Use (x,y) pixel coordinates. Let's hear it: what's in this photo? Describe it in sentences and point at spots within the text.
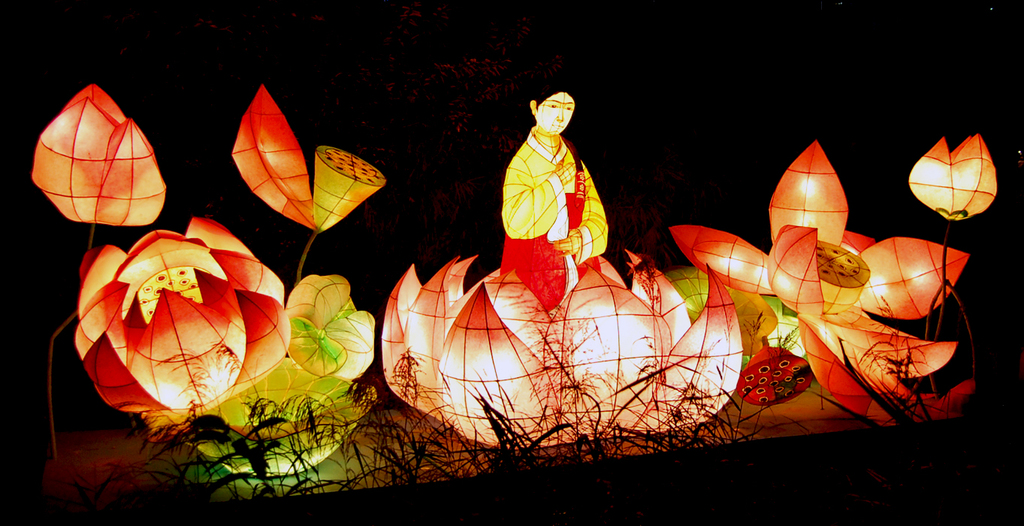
In this picture we can see colorful designs (707,377). Here we can see woman (579,260) who is sitting on this lotus (582,375). On this plastic design (543,314) we can see lights (469,367). On the bottom (442,420) we can see plants (395,439).
